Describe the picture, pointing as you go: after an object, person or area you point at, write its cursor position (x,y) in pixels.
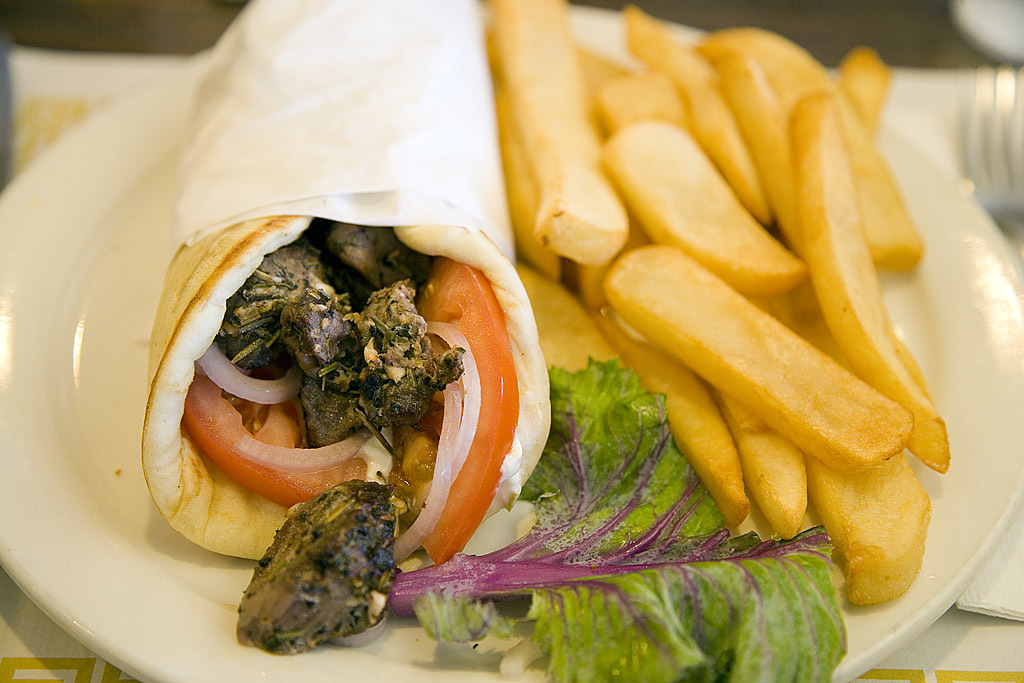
In this image on a plate (99,381) there are few french fries (709,343), a leaf (694,607) and a roll (327,488) is there. In the table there is fork (997,130), tissues (1009,579). Inside the roll (239,257) there are onion (273,449), tomato (428,471) and meat (363,504).
